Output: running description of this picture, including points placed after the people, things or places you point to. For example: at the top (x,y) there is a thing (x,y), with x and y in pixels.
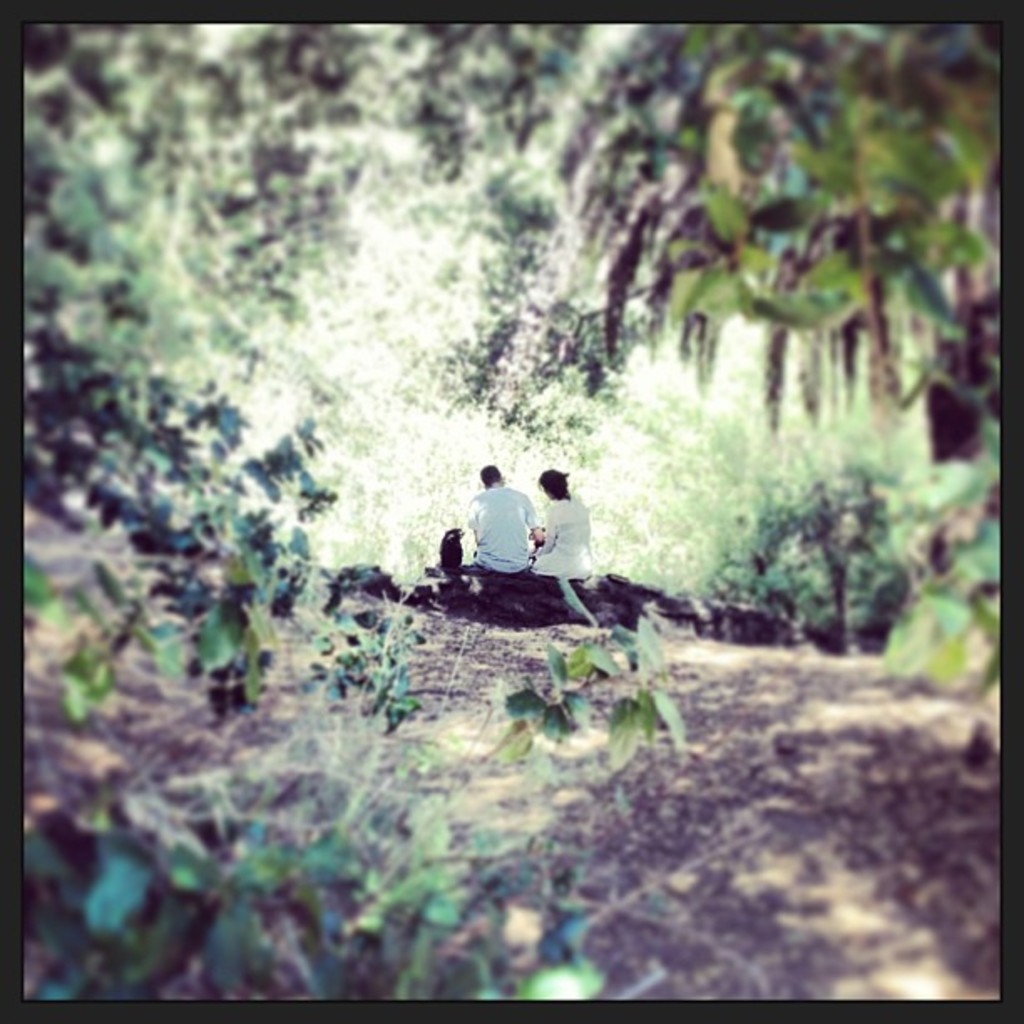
In this picture we can see two people (554,487) sitting on a rock (613,579), leaves (164,576) and in the background (379,428) we can see trees (499,393).
